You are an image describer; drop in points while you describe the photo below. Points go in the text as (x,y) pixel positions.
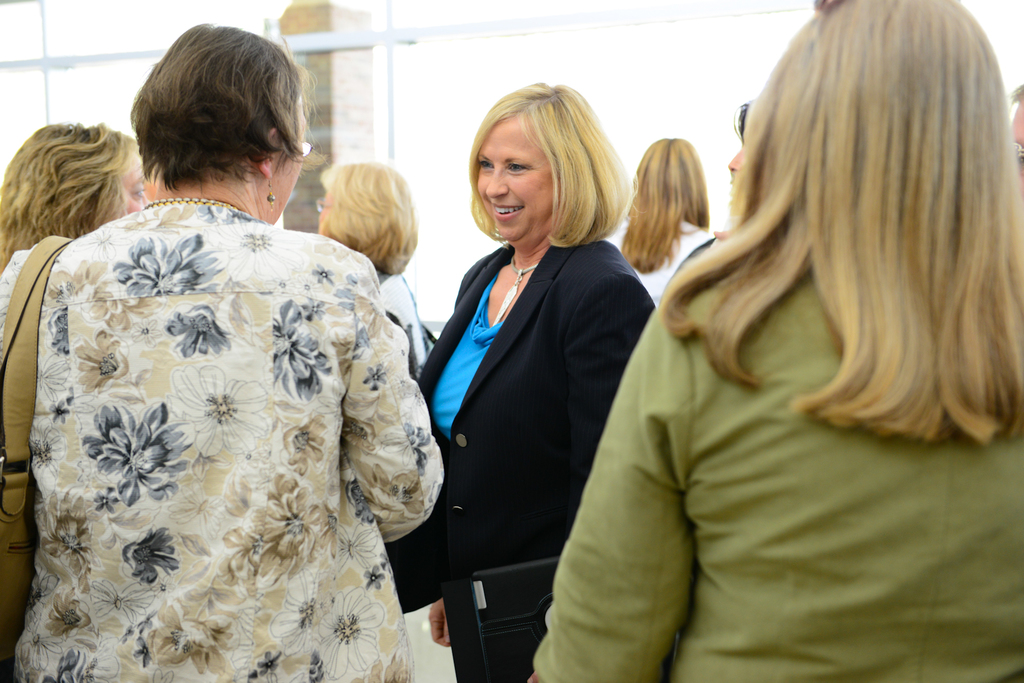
In this picture I can observe some women (530,205). There is a woman (455,370) in the middle of the picture (550,344), wearing a coat (517,405). The woman (462,376) is smiling. In the background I can observe a pillar (307,181).
